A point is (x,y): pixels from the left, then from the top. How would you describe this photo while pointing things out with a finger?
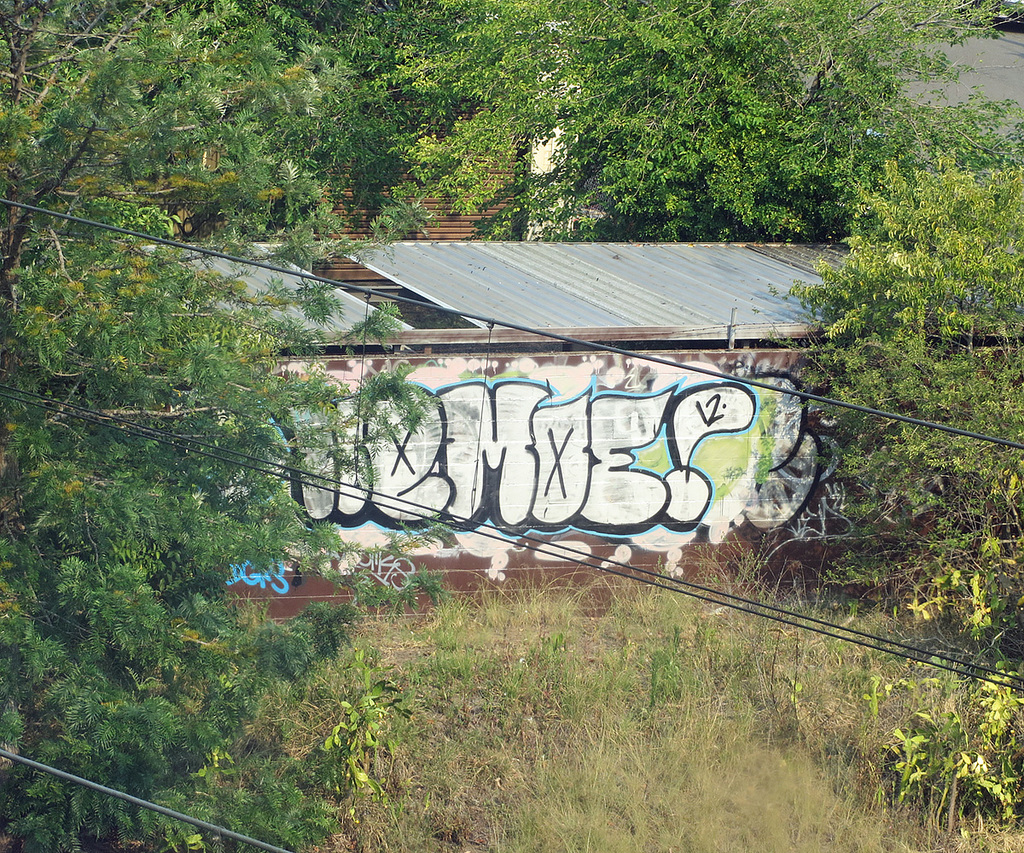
In this picture I can see cables (510,532), there are plants (888,576), trees (851,345), and there is a painting (750,420) on the wall (792,493).
